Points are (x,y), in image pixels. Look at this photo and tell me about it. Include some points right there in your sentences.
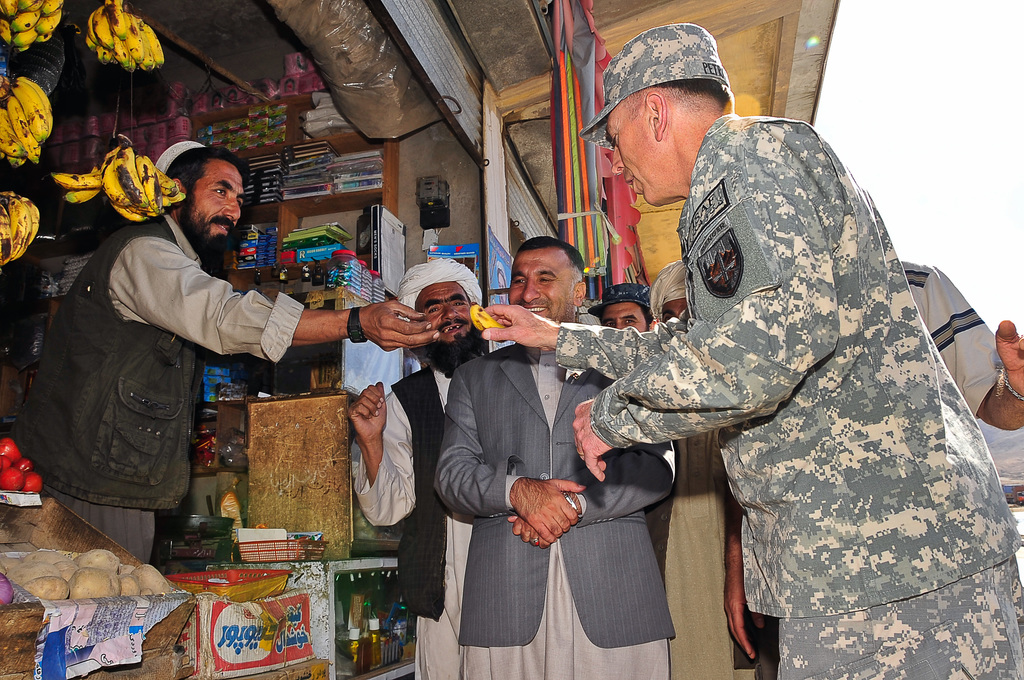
In the picture we can see a shop (359,622) with a shopkeeper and in the shop (157,516) we can see some bananas (155,174) are hung to the roof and some things (151,583) on the desk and in the racks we can see some books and something placed in it and outside the shop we can see some people (501,612) standing and one man (638,431) is wearing an army uniform (851,291) and buying something.
